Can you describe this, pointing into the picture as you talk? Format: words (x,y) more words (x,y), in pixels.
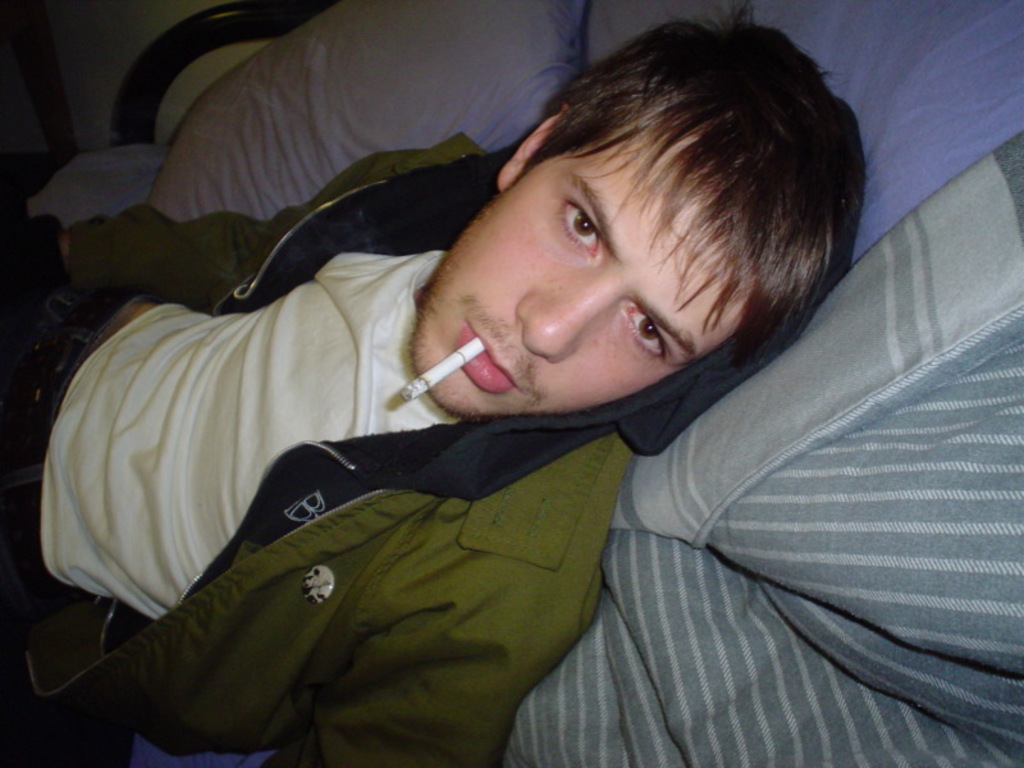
In this picture I can see there is a man (404,500) lying on the bed (693,711) and he is smoking, he is wearing a green color coat (374,602), a white t-shirt (221,475) and a pant (14,381). There are pillows (328,38), blankets (807,564) on the bed (807,564) and in the backdrop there is a wall (86,103).
